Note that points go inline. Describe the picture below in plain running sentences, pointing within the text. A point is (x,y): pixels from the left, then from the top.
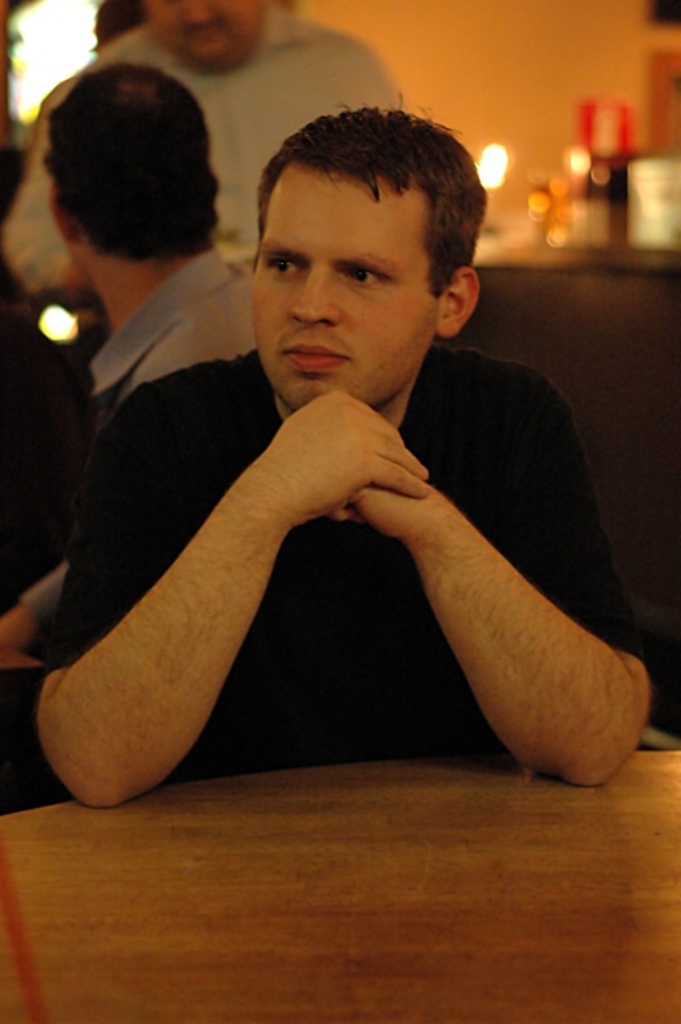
In front of the image there is a person (339,527), in front of the person (284,630) there is a table (266,861), behind him there are a few other people (168,244), behind them there are some objects (551,179) on the platform (516,237), in the background of the image (422,79) there is a wall (375,38).
